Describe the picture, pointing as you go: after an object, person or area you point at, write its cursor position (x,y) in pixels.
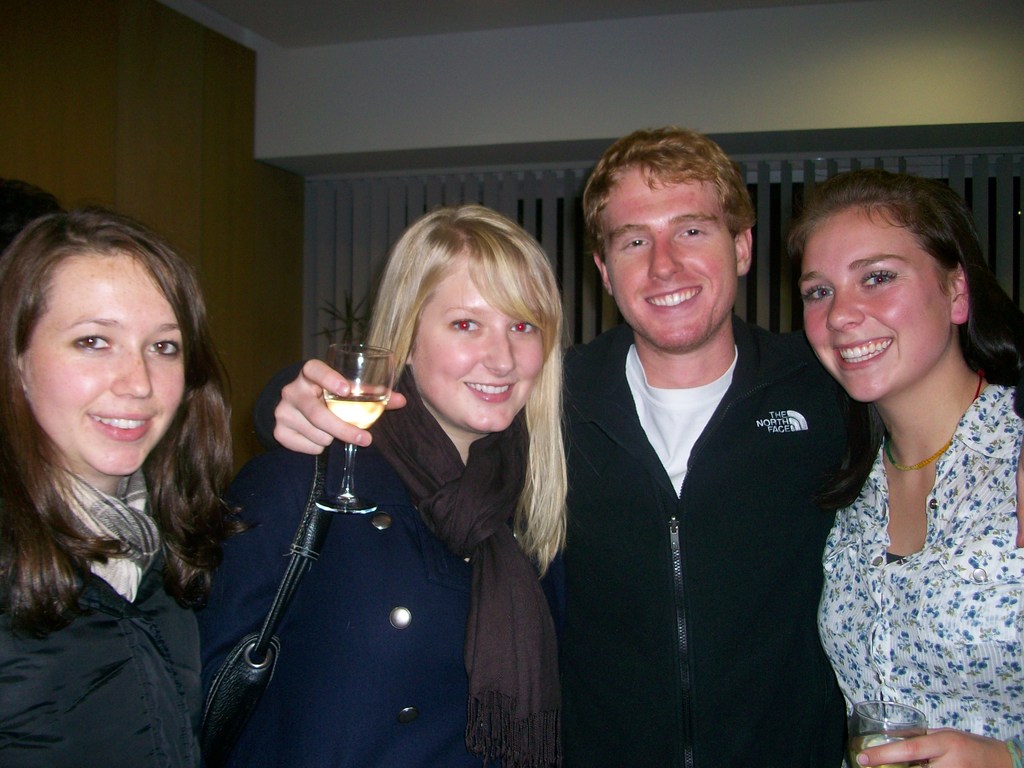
In this image I can see four people (564,395). Among them one person (335,429) is holding the glass (355,355) and another one is wearing a bag (255,673). In the background (240,152) there is a wall (215,199).
